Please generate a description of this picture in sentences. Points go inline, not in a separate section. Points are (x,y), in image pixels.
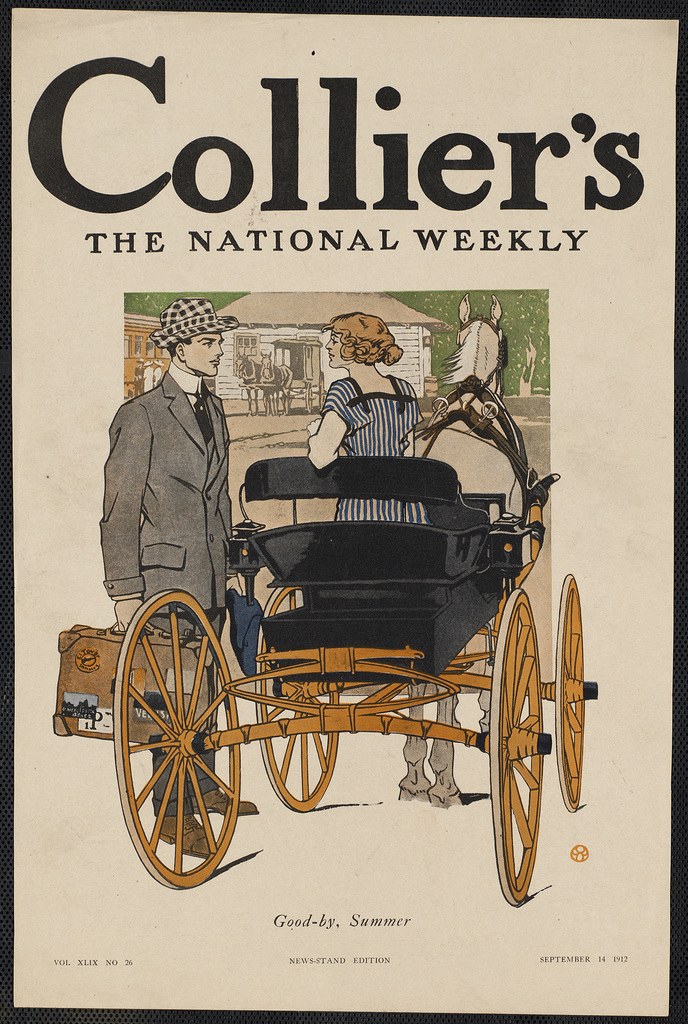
In the picture we can see a magazine (291,968) on it, we can see a name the Collier's the national weekly and a painting (426,339) of a horse cart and a woman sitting in it and beside we can see a man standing and wearing a blazer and hat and holding a bag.
